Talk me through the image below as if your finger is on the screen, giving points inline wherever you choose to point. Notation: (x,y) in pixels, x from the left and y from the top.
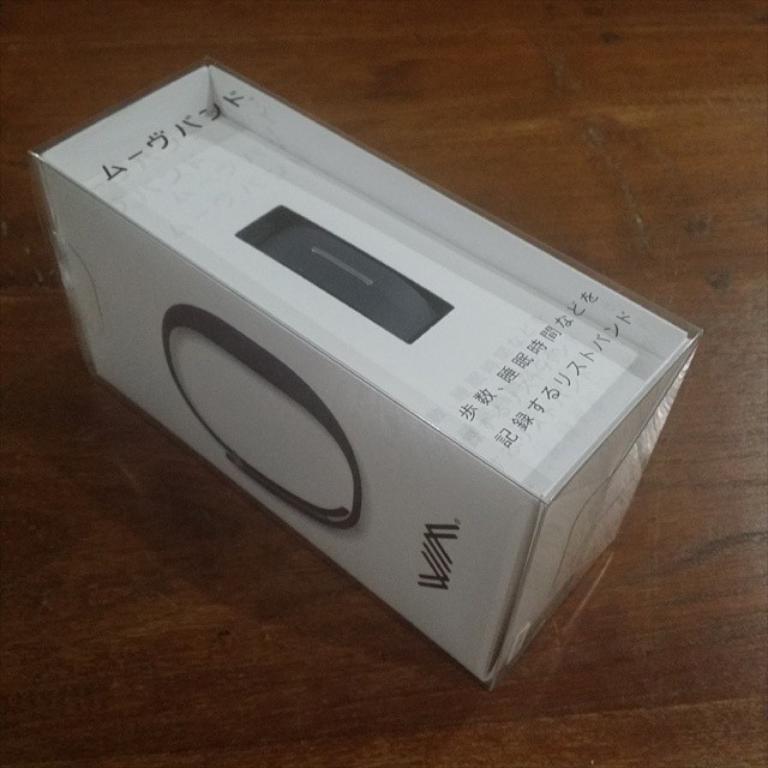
In this picture, we see a white cardboard box (372,354) with some text (497,413) written in different language. This box (364,172) is placed on the wooden table (340,635), which is brown in color.
